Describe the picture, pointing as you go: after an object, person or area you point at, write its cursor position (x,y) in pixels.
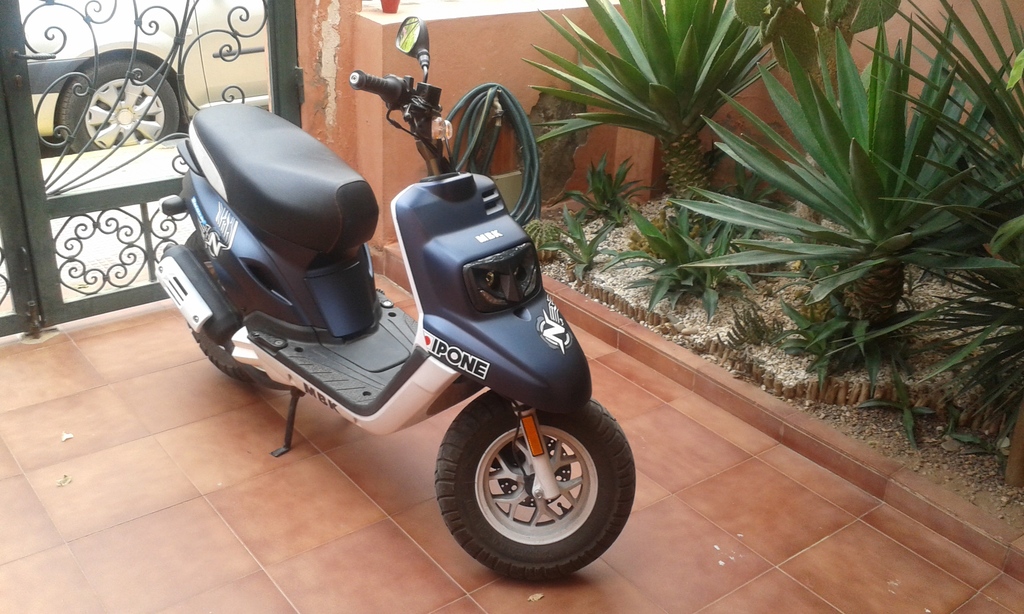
In this picture I can observe a bike (248,285) parked on the floor (323,459). On the right side (779,246) I can observe some plants (710,196). On the left side (25,97) there is a gate (54,261). Behind the gate (132,83) I can observe a car (167,27).
